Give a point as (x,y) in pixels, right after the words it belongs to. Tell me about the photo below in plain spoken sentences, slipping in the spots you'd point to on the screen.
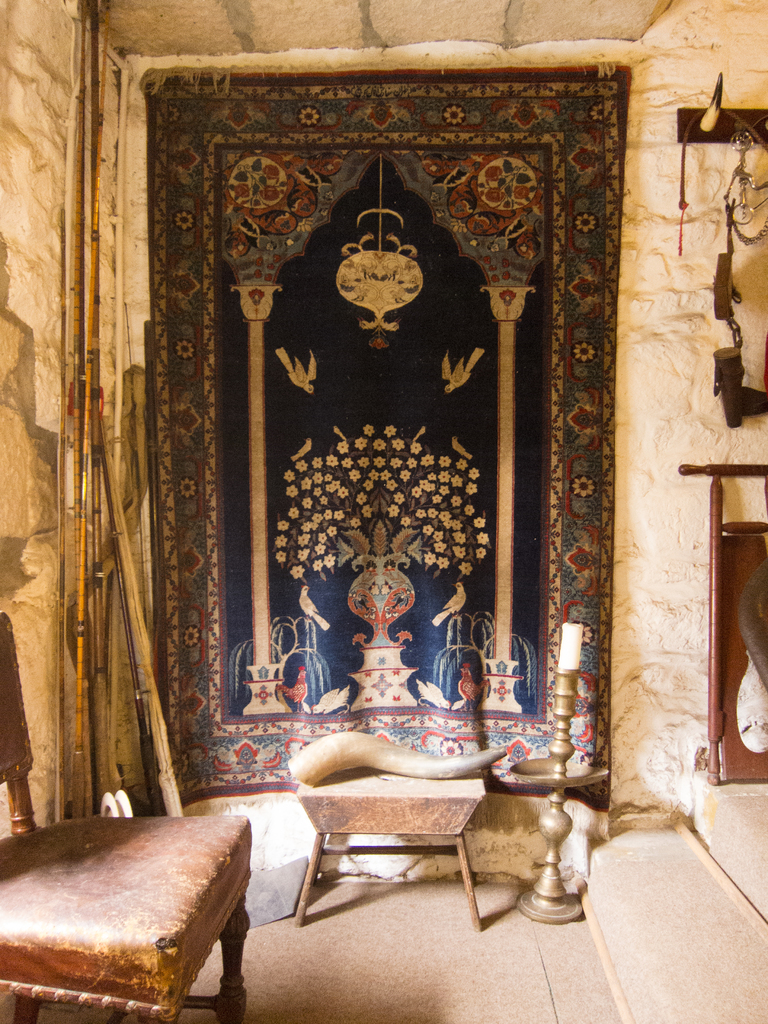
This is an inside view of a room (314,861). At the bottom (174,839) there are two chairs (230,893) and some other objects (292,867) on the floor (402,914). On the right side (748,525) there is a table (729,768). In the background (473,381) there is curtain (285,352) on which I can see some paintings (387,638). On the right (688,268) and left side of the image (35,181) I can see the wall (46,283). On the left side (81,584) there are few sticks (77,509).
